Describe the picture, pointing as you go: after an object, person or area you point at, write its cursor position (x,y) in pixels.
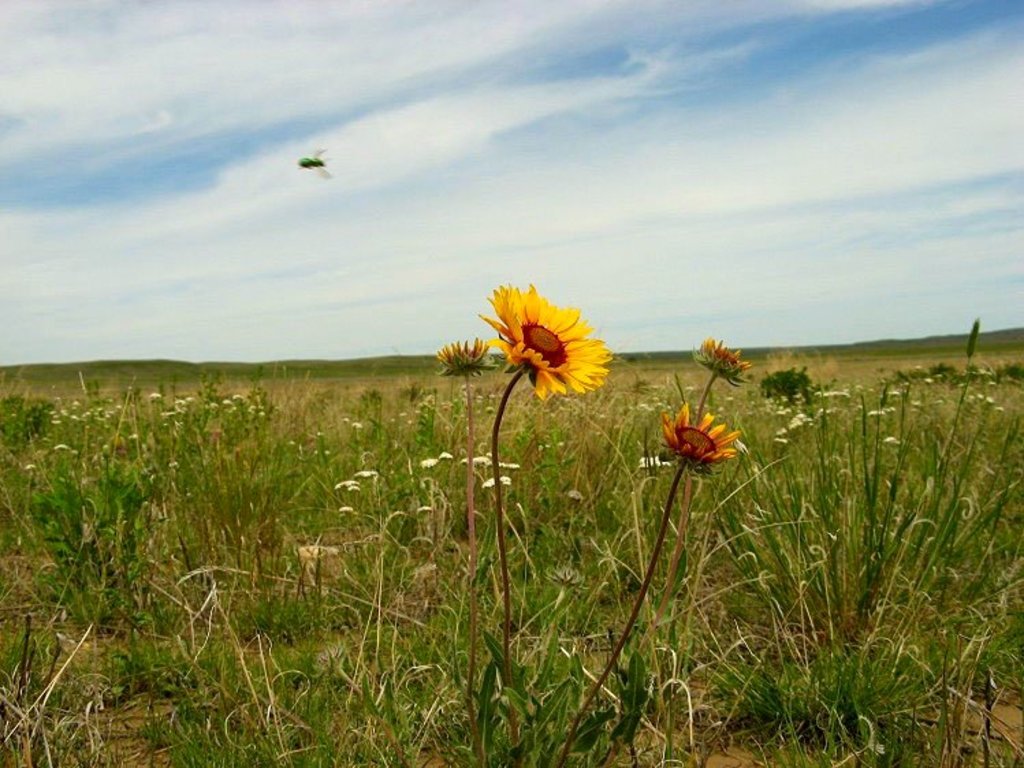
In this picture we can see plants (109,497) with flowers (364,474) and in the background (145,383) we can see an insect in the air (625,330), grass (198,394), sky (296,69) with clouds (426,98).
